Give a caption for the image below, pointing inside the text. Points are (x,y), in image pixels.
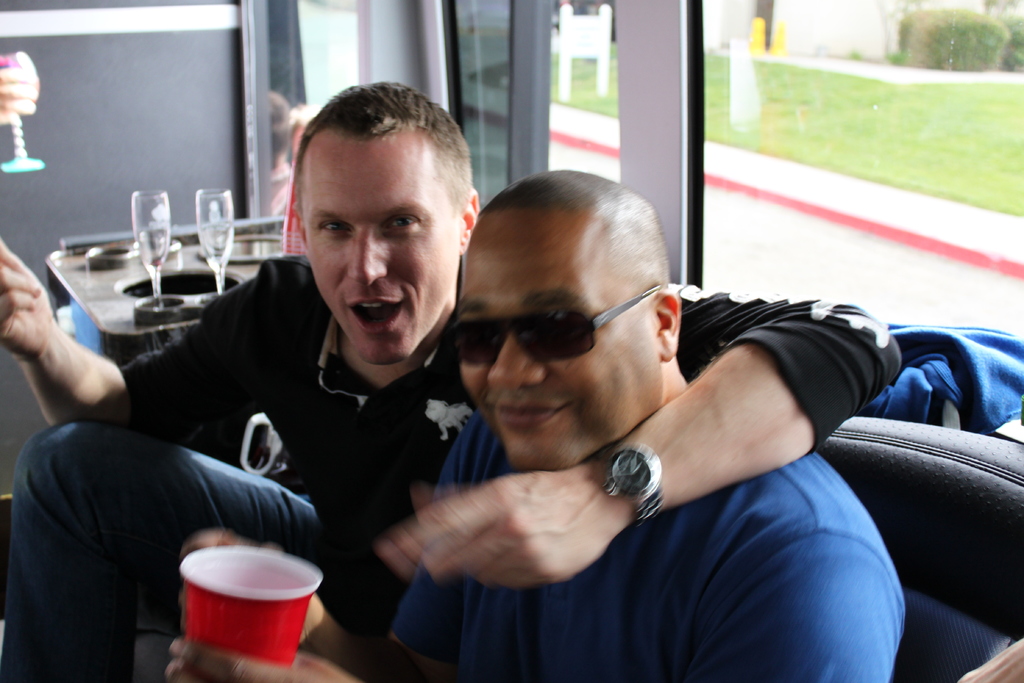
In the center of the image (392,367) we can see two persons (490,441) are sitting and they are smiling. Among them, we can see one person (539,437) is holding some object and he is wearing glasses (622,307). In the background (81,109) there is a wall (128,195), glasses (155,216), one human hand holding a glass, glass windows (582,8) and a few other objects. Through the glass windows (780,180), we can see the plants (1020,51), grass (923,107) and a few other objects (822,207).
